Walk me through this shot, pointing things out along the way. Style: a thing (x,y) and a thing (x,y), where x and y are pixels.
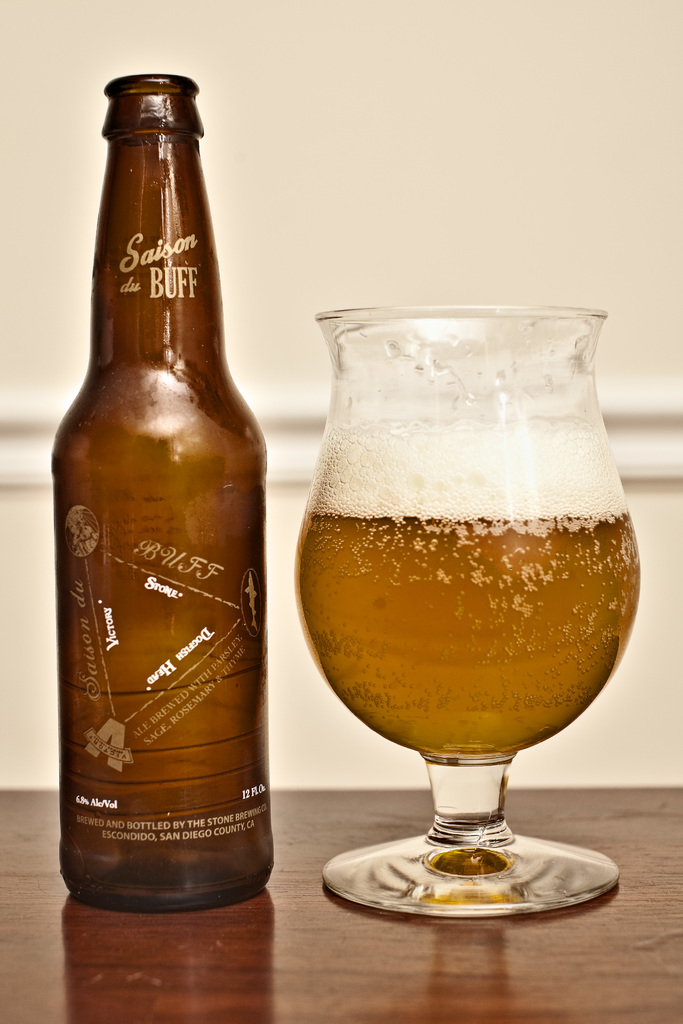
In this image i can see a bottle (143,535) and a glass (340,545) on a table (340,921) at the background (455,214) i can see a wall (391,225).
